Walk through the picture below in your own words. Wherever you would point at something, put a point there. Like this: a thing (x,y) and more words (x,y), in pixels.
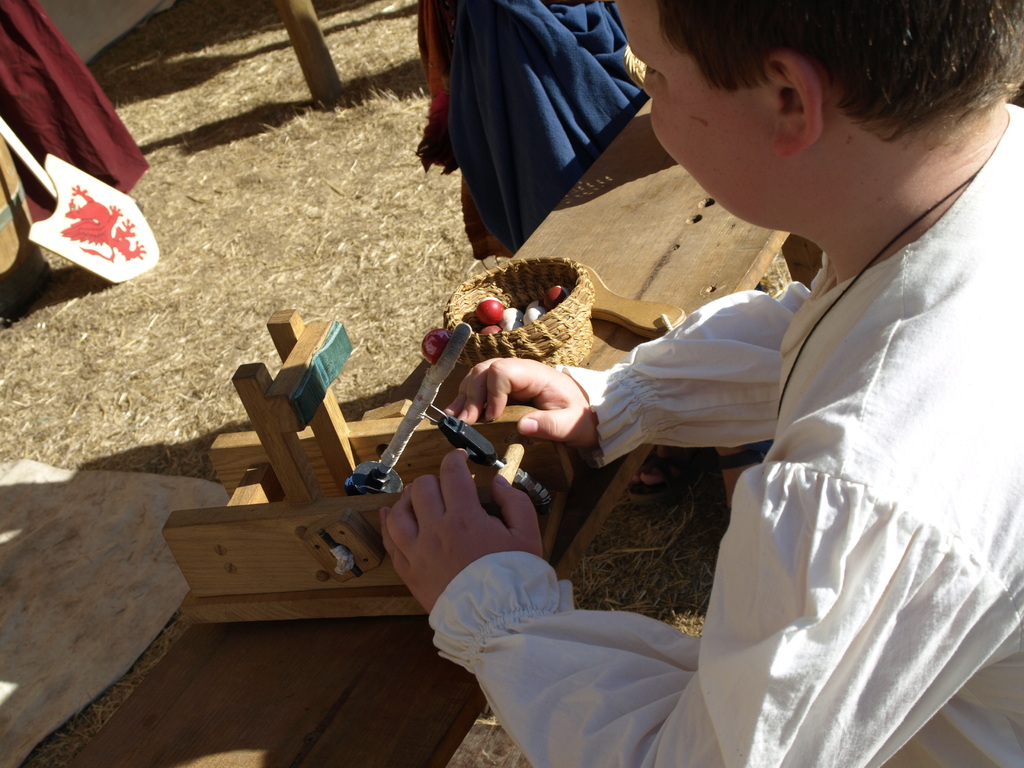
In this image we can see one person (831,416) sitting near to the table (282,671) and holding one object (326,531). There are some food items (507,314) on the table (278,625), some brown grass (409,44) on the surface (421,355), one pole (309,26), some different objects (51,96) are on the surface (36,337) and some different objects (347,508) are on the table (455,717).
